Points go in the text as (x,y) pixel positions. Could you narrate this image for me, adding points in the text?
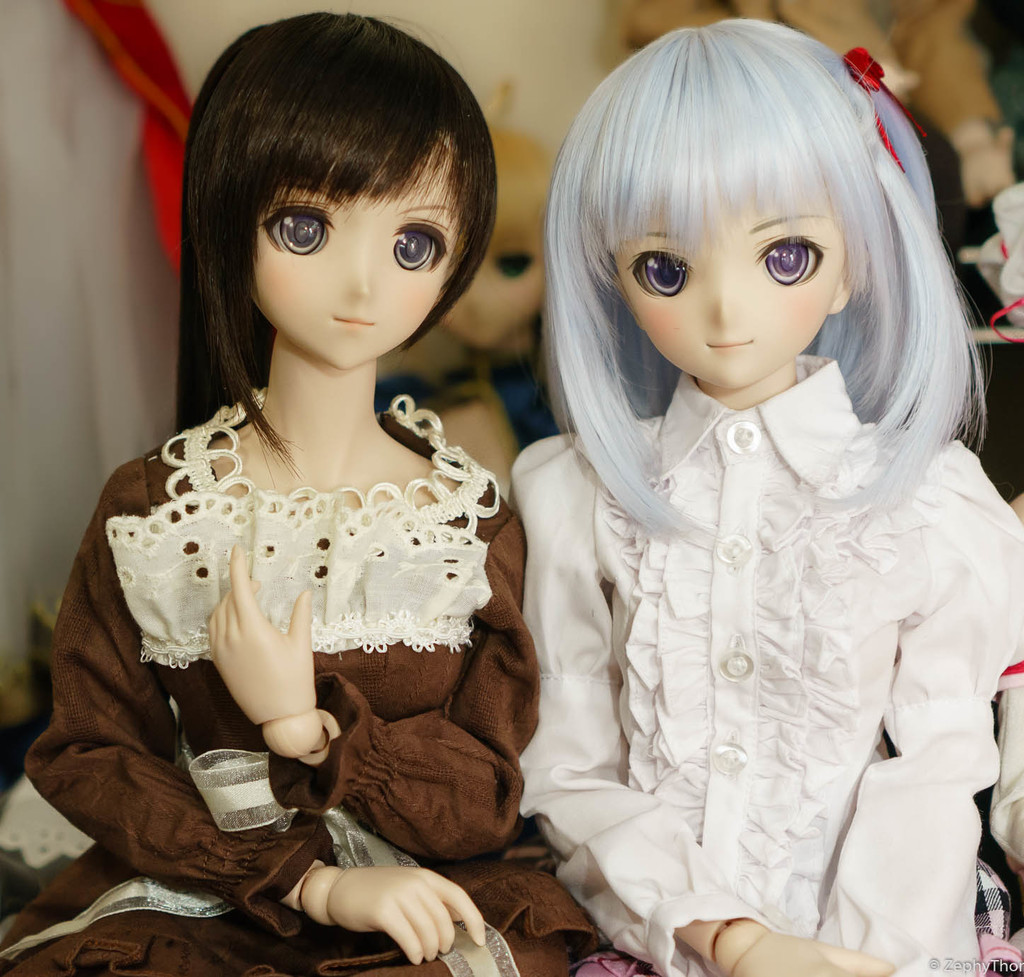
In this image I can see two dolls (767,688) wearing white and brown colored dresses (471,714). I can see the blurry background (485,310) in which I can see few other dolls (493,324).
